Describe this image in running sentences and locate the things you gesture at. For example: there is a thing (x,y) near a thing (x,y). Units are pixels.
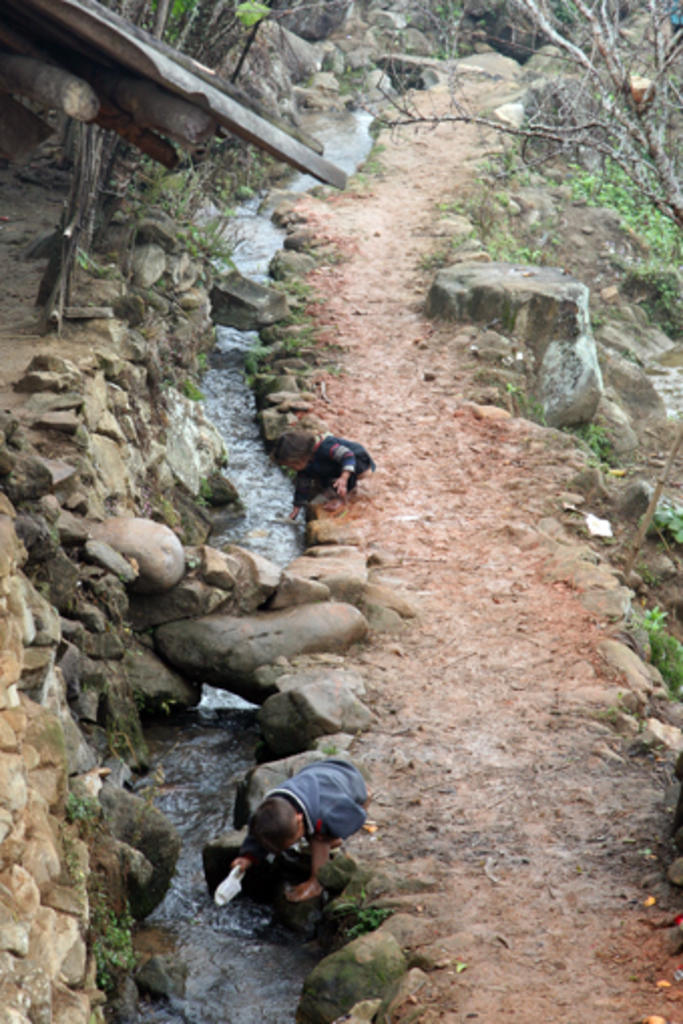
In this picture I can see there are two kids (297,496) sitting, there is a small water canal (190,947) in front of them, there is soil (421,292), rocks (460,224), grass (493,164), stones (444,214) and in the backdrop (535,114) there are two trees (608,83).
